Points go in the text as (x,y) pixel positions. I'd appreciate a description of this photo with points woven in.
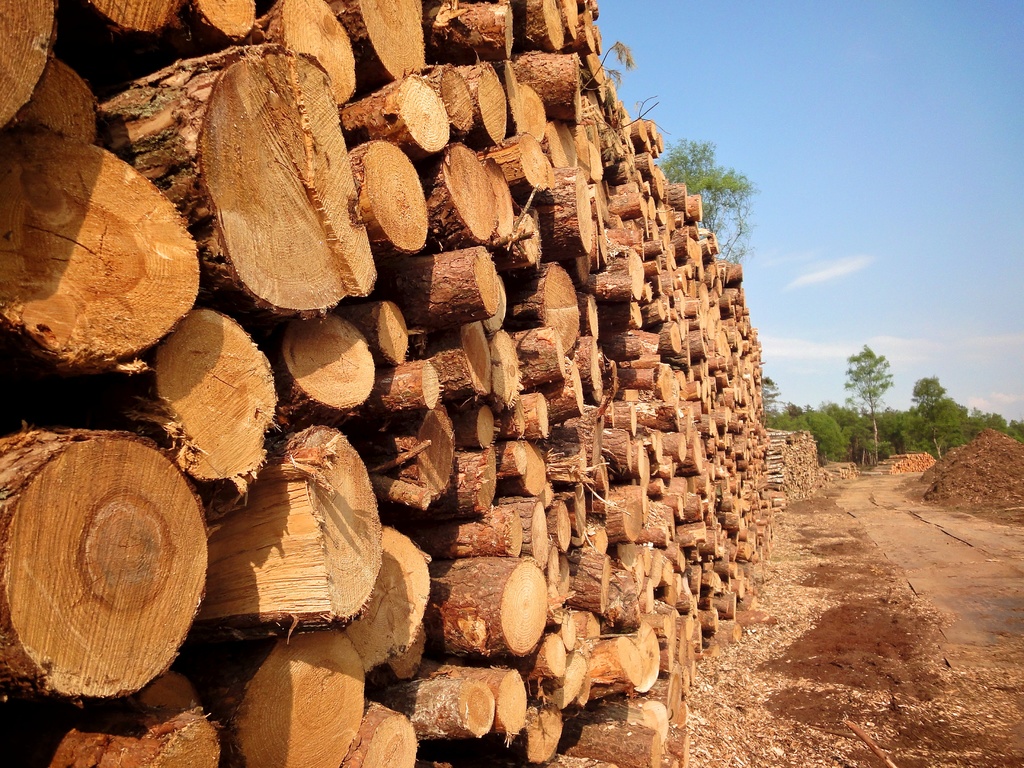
In this image we can see some wood (595,416), trees (864,423) and sand (880,603), in the background (846,163), we can see the sky (843,303) with clouds (829,343).
